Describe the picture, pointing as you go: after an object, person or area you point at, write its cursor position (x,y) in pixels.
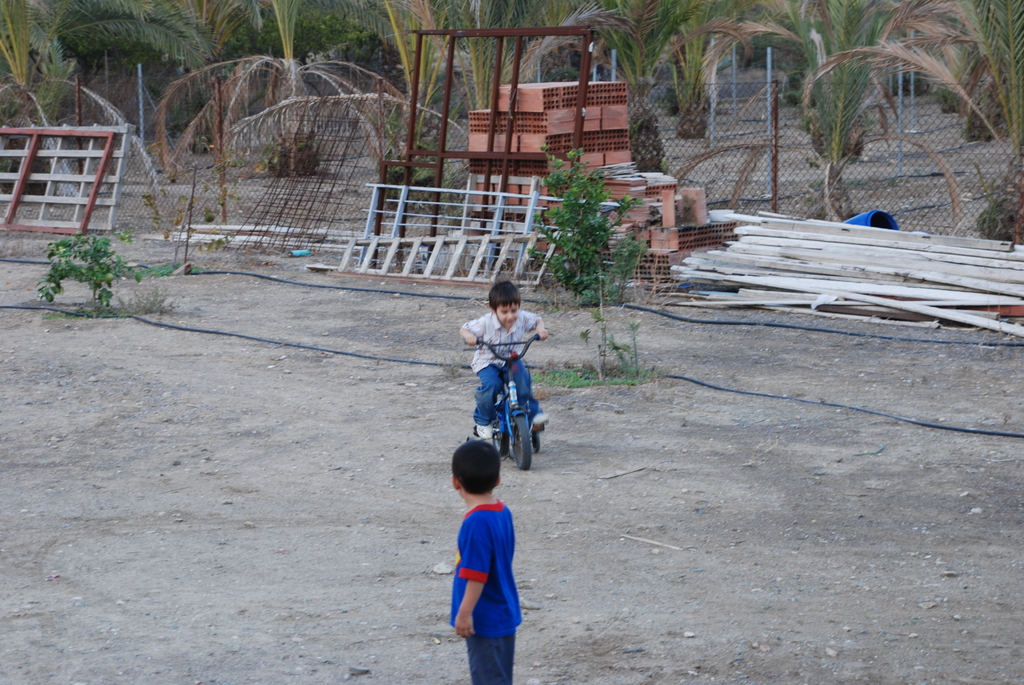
In the image I can see two children (506,374) one on the bicycle (514,413). There are wires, wooden objects (759,271) on the ground (560,501), and there are trees (465,16) at the top of the image (491,68).
